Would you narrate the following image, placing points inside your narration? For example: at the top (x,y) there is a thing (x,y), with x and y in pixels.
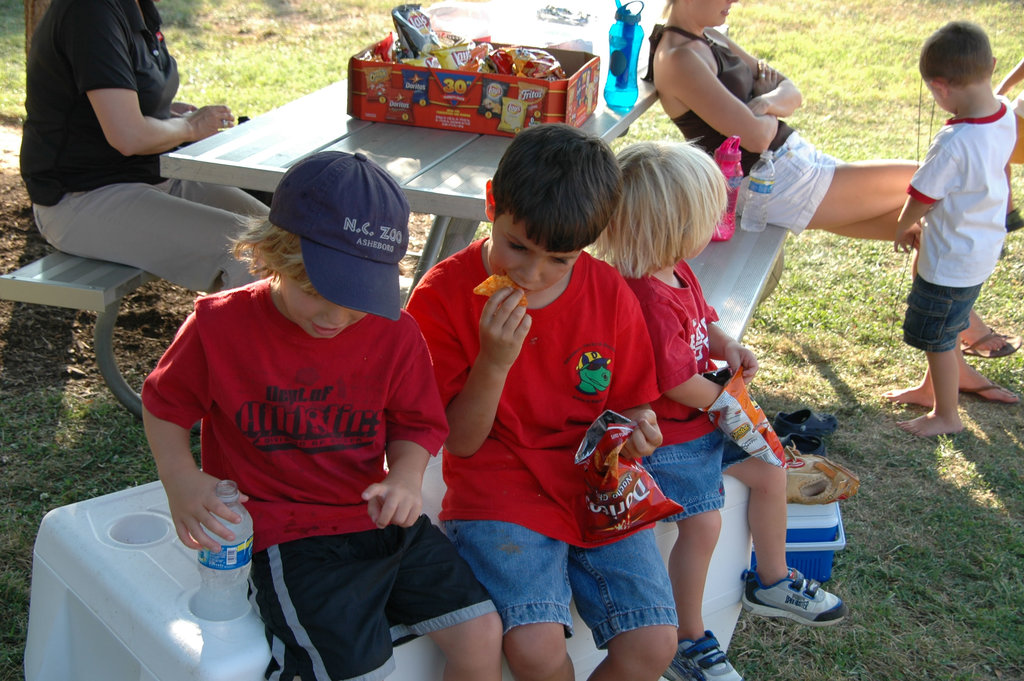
In the foreground (335,440), I can see a group of people (432,430) are sitting on some object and on benches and are holding some objects (607,418) in their hand (420,485). In the background (886,554), I can see grass (953,561), a table (428,192) on which food items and a bottle (611,99) is kept. This image taken, maybe in a park (799,307).
